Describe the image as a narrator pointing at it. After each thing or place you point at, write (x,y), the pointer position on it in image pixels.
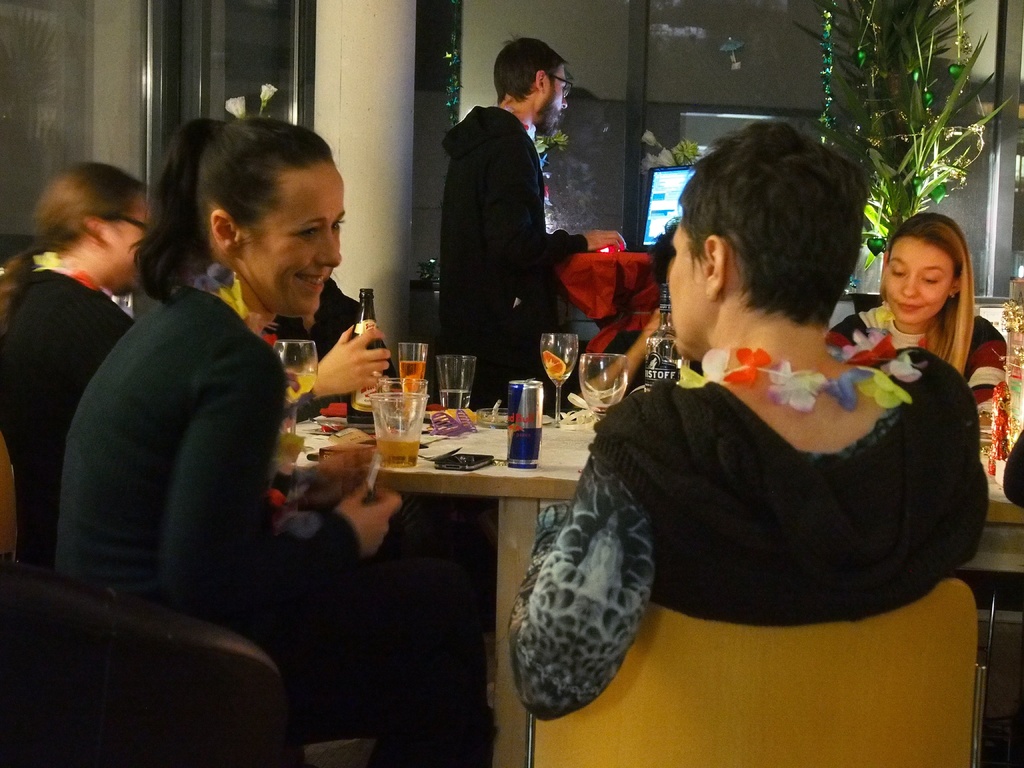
In this picture there is a woman (775,383) who is wearing black dress (737,539). She is sitting near to the table (584,462). On the table (500,443) we can see red bull can (513,415), water glass (458,408), wine glass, bottle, phone (437,468), papers (571,414) and other objects (355,447). On the left (171,264) there is another woman (208,377) who is wearing black t-shirt (233,419). In the background (490,268) there is a man (501,163) who is looking to the screen (655,169). Here we can see plants (903,160). On the top left corner (256,72) there is a door (246,59).
